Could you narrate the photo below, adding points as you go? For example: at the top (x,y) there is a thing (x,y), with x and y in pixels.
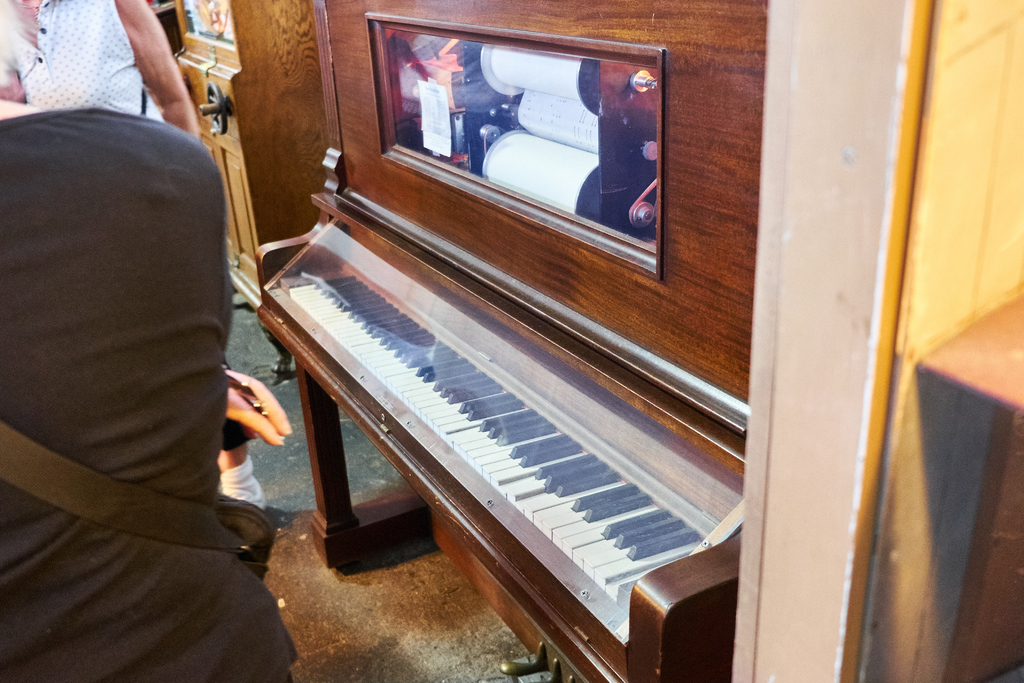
In this image there is a piano (621,599) in the center (625,318) and a frame (621,61) attached to it. In the left corner (112,331) there are some persons (161,201) moving around.
